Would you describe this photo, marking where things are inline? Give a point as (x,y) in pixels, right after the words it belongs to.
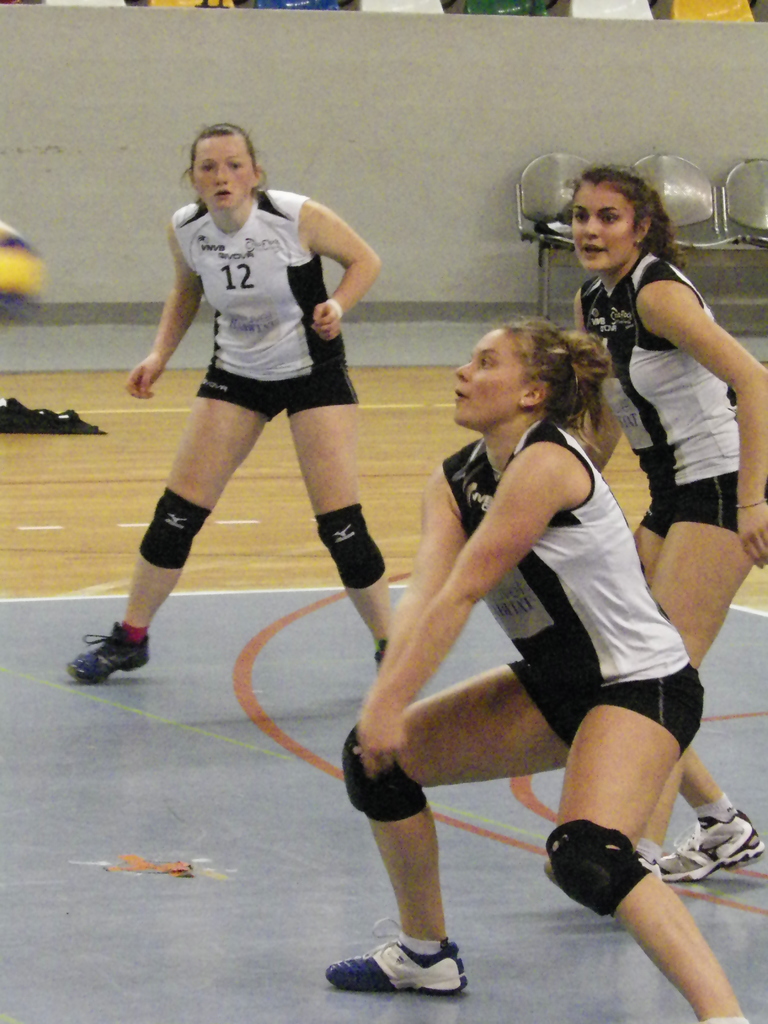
In this picture, we can see three persons (442,742) standing on the floor (227,834) and we can see some objects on the floor (100,503) and in the background (352,189) we can see a wall (141,79) and some chairs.
